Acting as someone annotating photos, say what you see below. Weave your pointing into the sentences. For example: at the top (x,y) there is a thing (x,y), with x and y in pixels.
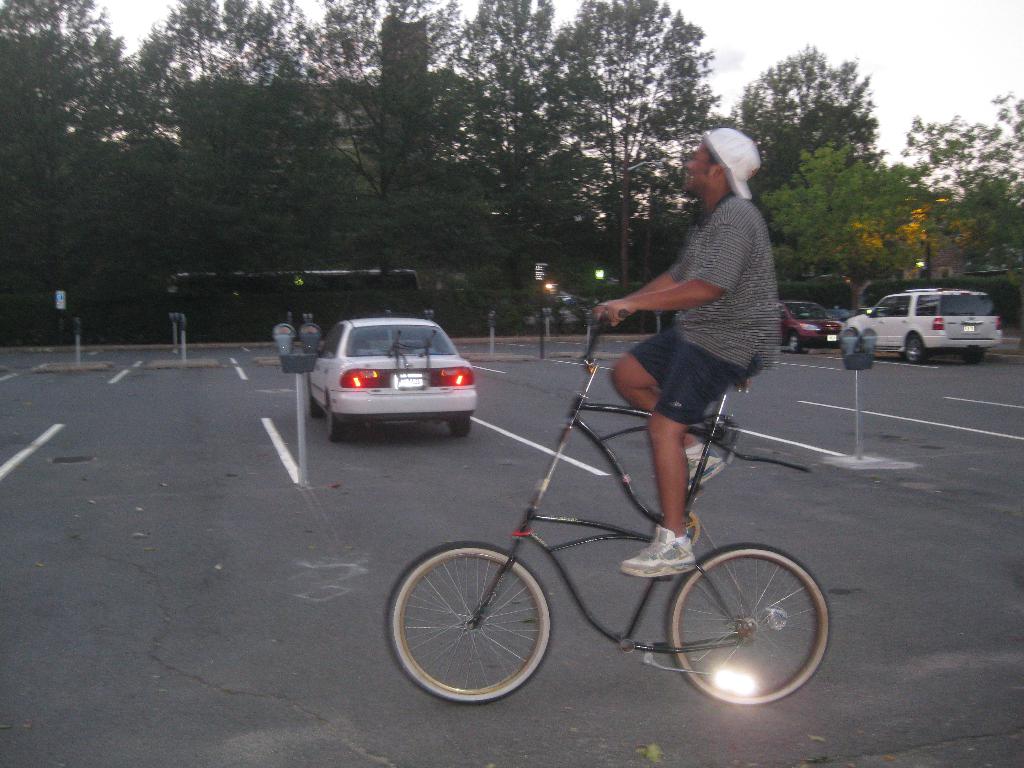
In this image a person (685,471) is riding on a bicycle (460,628) is wearing a shoes (652,547), cap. There are few vehicles (941,310) on the road (145,355). At the background (211,179) there are few trees (646,198) and sky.
